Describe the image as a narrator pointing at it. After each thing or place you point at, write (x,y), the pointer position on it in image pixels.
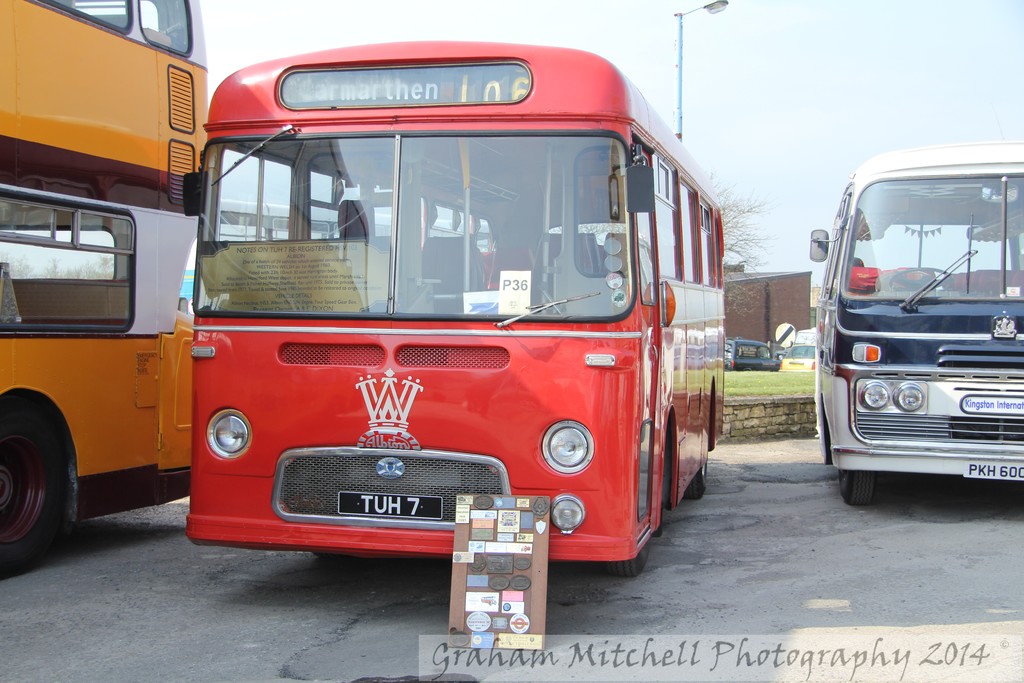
In this image there are group of buses (604,395) and in the background (767,363) there are some vehicles (767,363), in the foreground (453,605) there is one board (530,604) and at the top of the image (639,24) there is sky (688,24). And in the background (741,272) there is a wall (750,296), trees (744,232), pole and light (713,6), at the bottom (605,615) there is a road (650,623).
